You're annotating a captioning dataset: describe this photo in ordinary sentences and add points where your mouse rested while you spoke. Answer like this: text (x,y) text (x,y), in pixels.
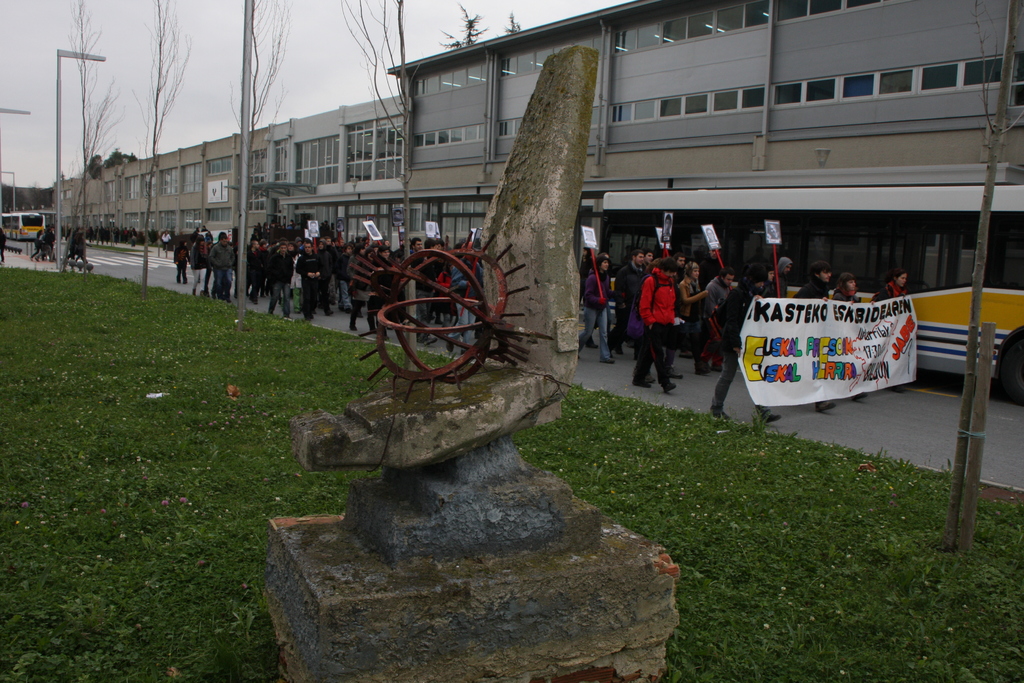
In this image at front (20,358) there is a grass (184,476) on the surface (249,485) and there is a rock structure (381,490). At the backside (342,269) people (783,257) are walking on the road (711,402) by holding the banners (782,342). At the background (98,191) there are buildings (165,156), trees (83,109), street lights (59,245). At the left side of the image (12,234) there is a bus (8,233) on the road (22,244).
